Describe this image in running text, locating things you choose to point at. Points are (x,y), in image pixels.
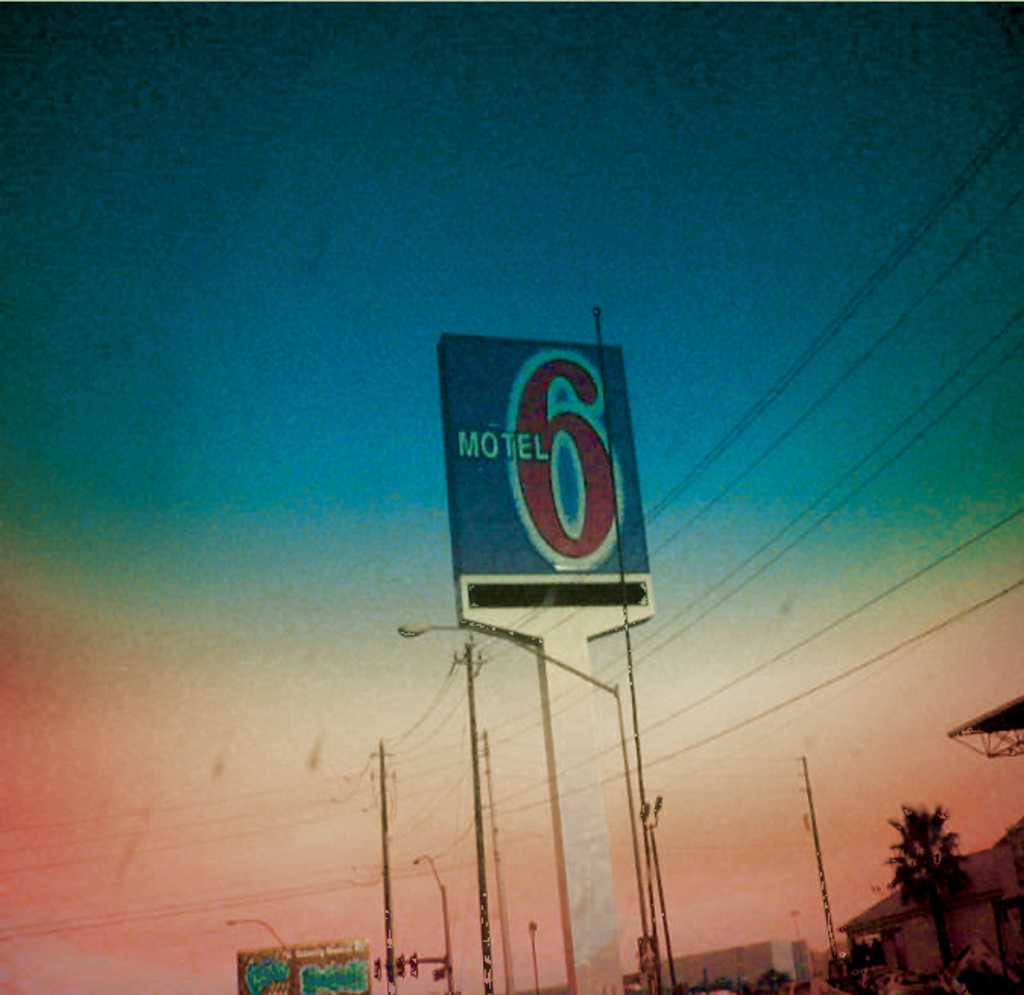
In this image, we can see some poles (829,932). There is a hoarding (639,517) in the middle of the image (593,535). There is a building (902,954) and tree (950,857) in the bottom right of the image (936,911). In the background of the image (461,117), there is a sky (626,116).
